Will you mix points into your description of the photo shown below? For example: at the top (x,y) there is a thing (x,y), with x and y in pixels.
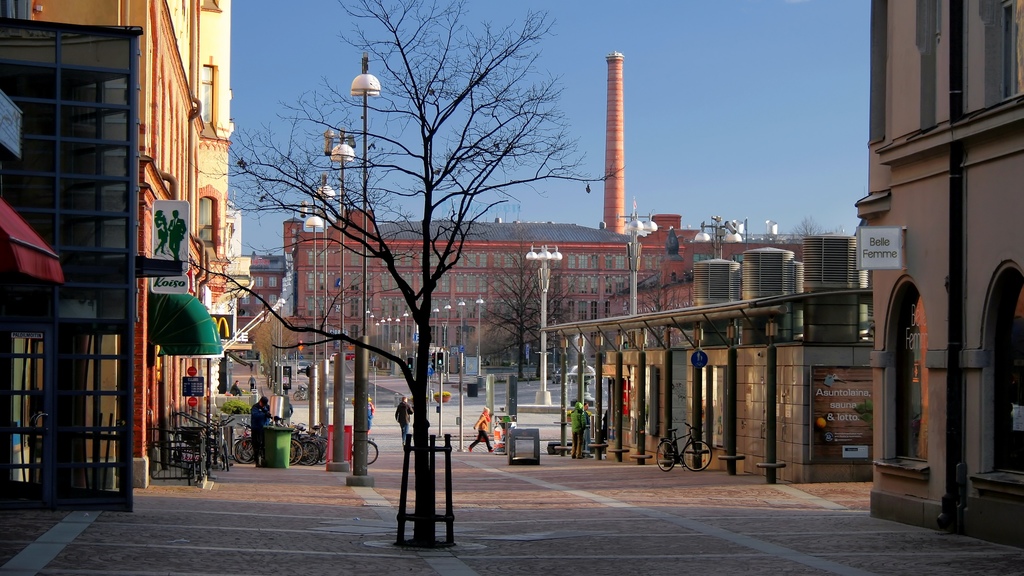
In the image we can see there are people (254,456) standing on the ground (454,417) and there are street light poles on the road (269,481). There are buildings (889,360) and there are bicycles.
